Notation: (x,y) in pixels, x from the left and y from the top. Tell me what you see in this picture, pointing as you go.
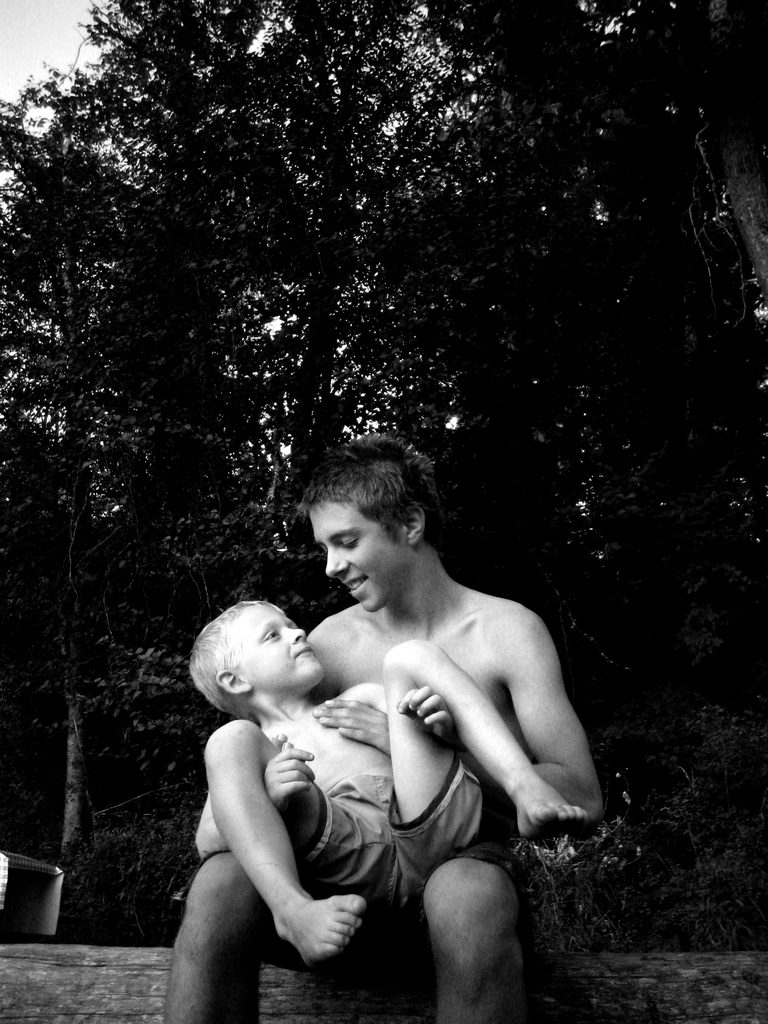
In this picture we can see a man (515,736) and a kid (508,768) here, in the background (315,577) there are trees (519,258), we can see the sky (45,21) at the left top of the picture (47,28).
